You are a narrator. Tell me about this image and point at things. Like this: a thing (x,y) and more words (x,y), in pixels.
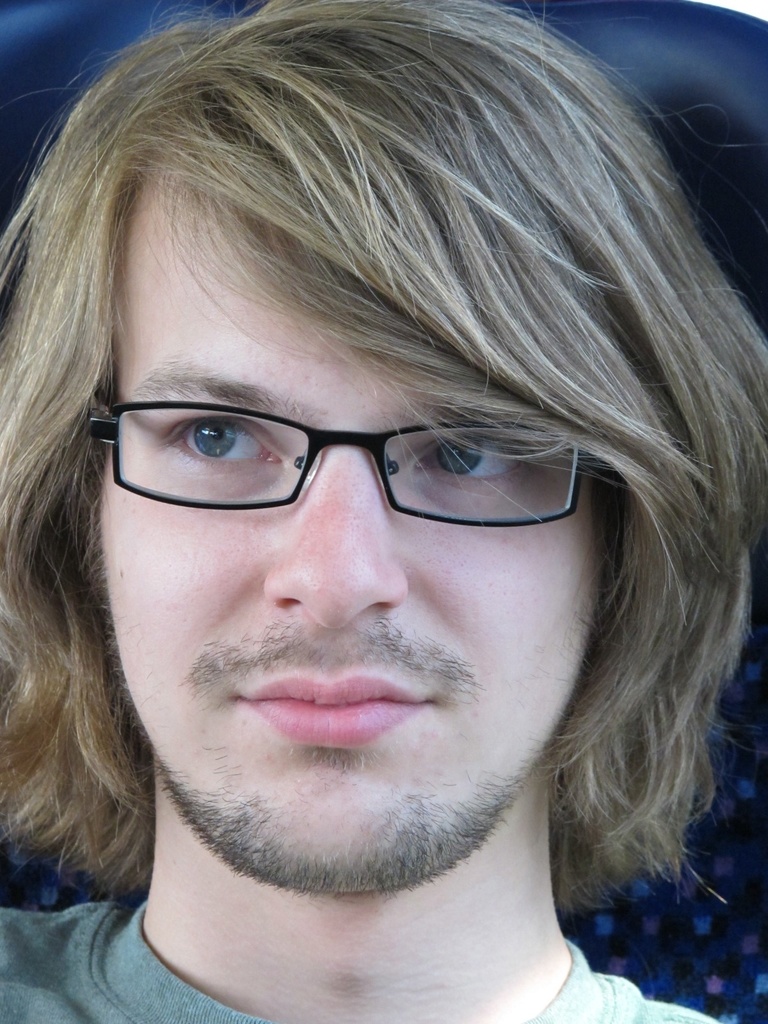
In this picture we can see a man (363,670), he wore spectacles (459,489).
